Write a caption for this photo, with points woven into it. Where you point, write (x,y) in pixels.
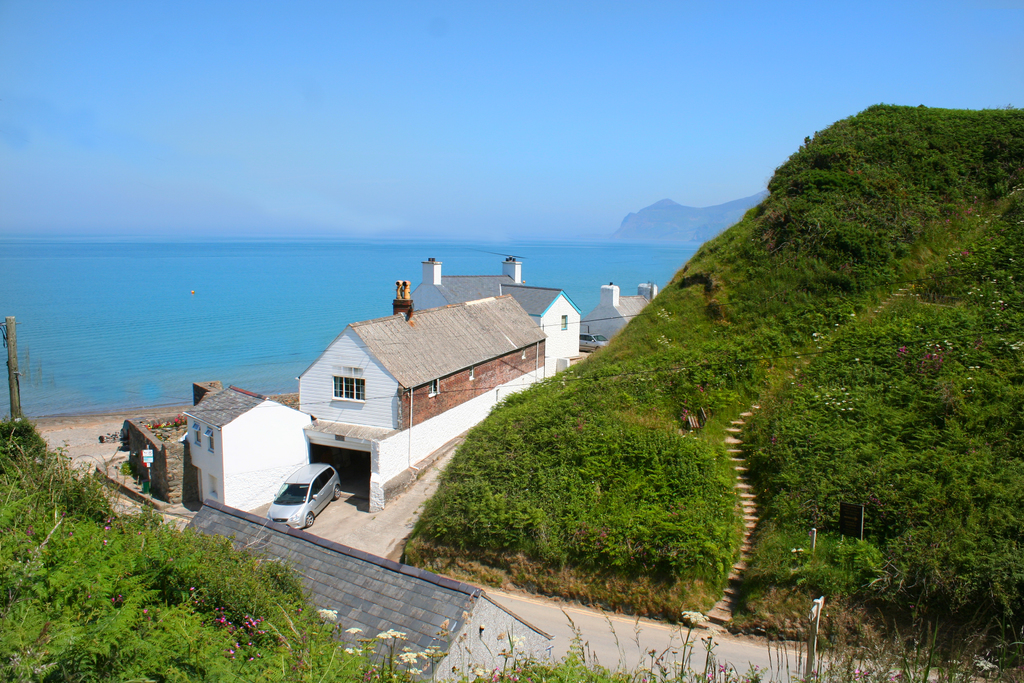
In this image we can see houses (310,430), road (597,644) and mountains (770,373) covered with plants (642,484). Background of the image (639,255) sea (346,262) is there. Top of the image (464,89) sky (310,85) is present.
